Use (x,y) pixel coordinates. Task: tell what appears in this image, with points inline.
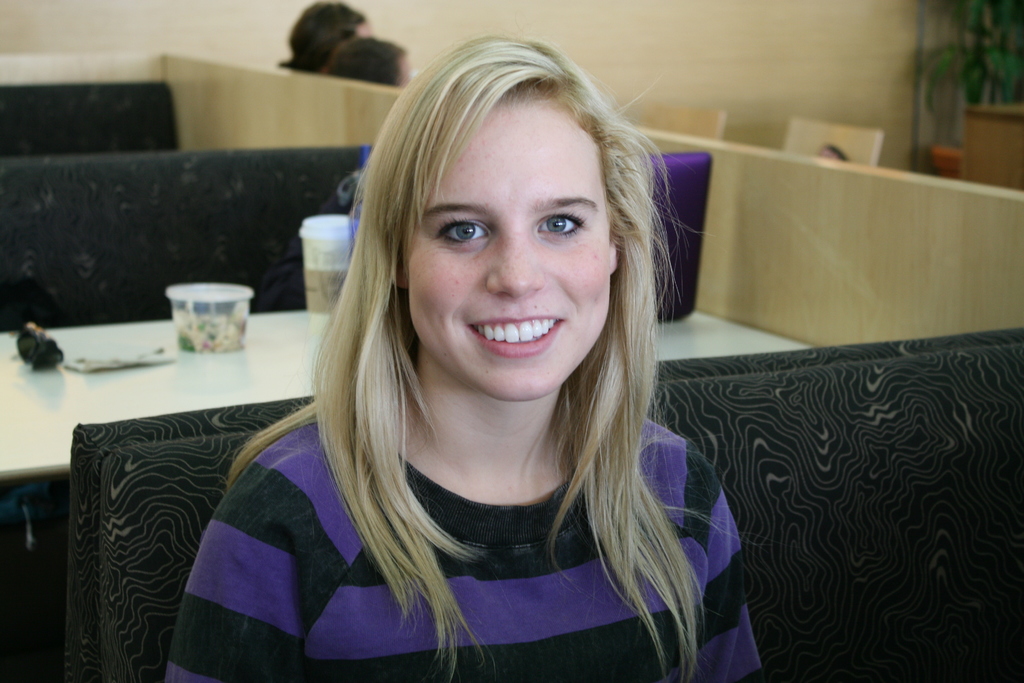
In this image I can see a person (566,472) wearing black and purple color dress (485,587) is sitting on a couch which is black in color. I can see a white colored table (221,381) with few boxes (247,326) and other objects (134,358) on it. In the background (676,28) I can see the cream colored wall (635,32), few persons (359,34), few chairs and a plant (1010,67).
